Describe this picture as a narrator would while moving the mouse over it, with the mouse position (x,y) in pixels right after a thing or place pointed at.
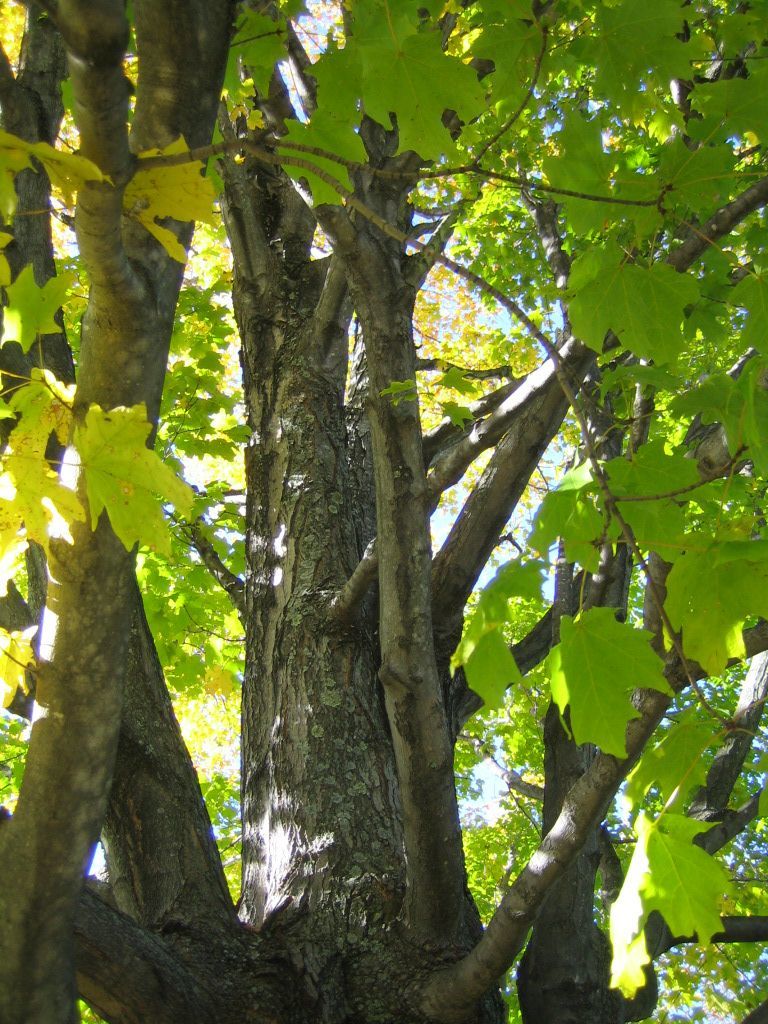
In this image I can see few trees (227,639) in the front (388,706) and in the background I can see the sky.
